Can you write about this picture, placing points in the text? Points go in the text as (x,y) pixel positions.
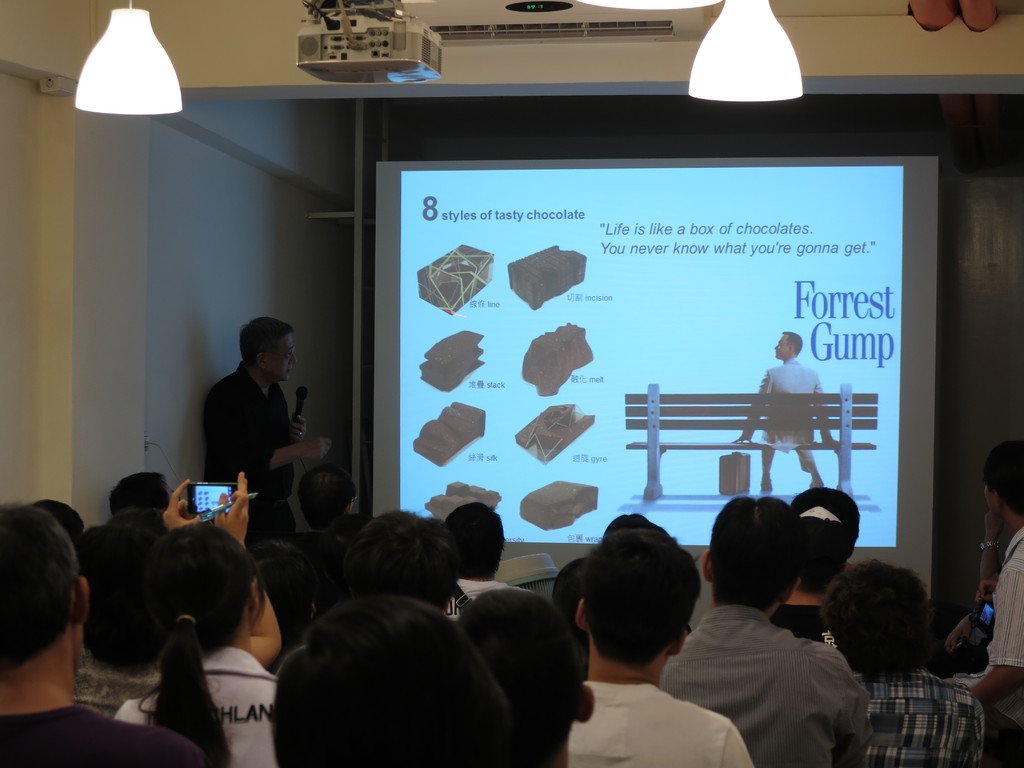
In this image I can see the group of people (597,700) with different color dresses (710,721). I can see one person (218,596) holding the mobile (197,510). In the background (234,441) I can see the person (222,435) standing to the side of the screen (445,346) and holding the mic (305,401). There are lights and projector (352,53) in the top (410,41).
